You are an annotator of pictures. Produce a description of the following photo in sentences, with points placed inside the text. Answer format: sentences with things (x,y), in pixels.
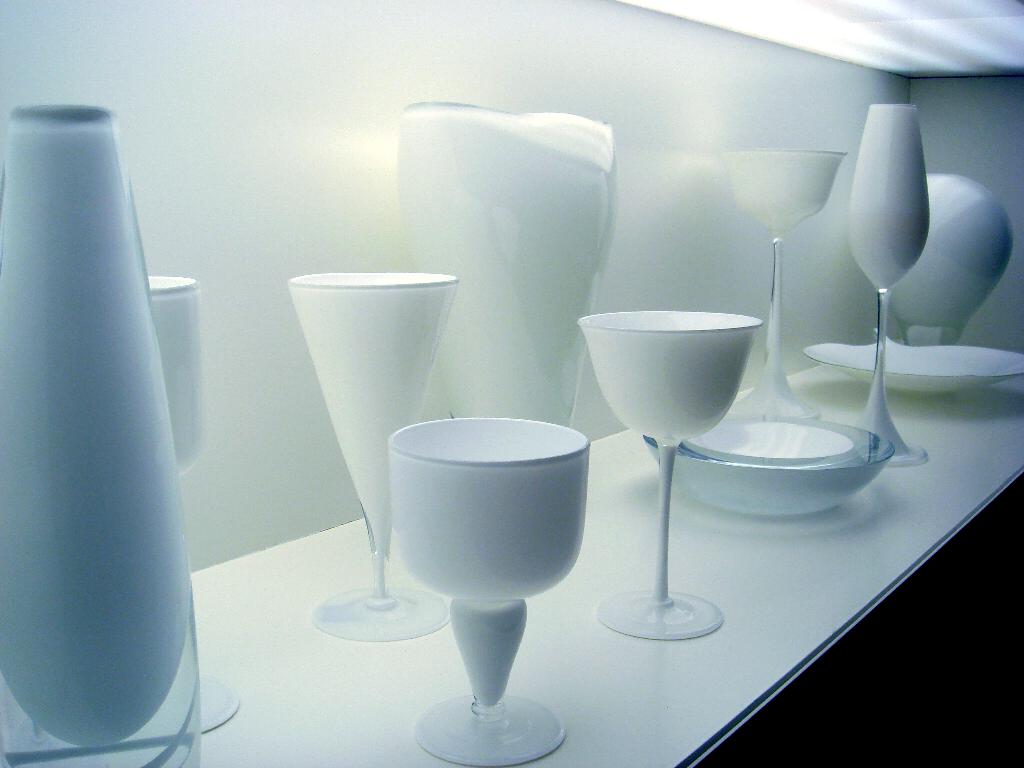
In this image I can see number of glasses (907,132), plates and few bowls (784,473).
